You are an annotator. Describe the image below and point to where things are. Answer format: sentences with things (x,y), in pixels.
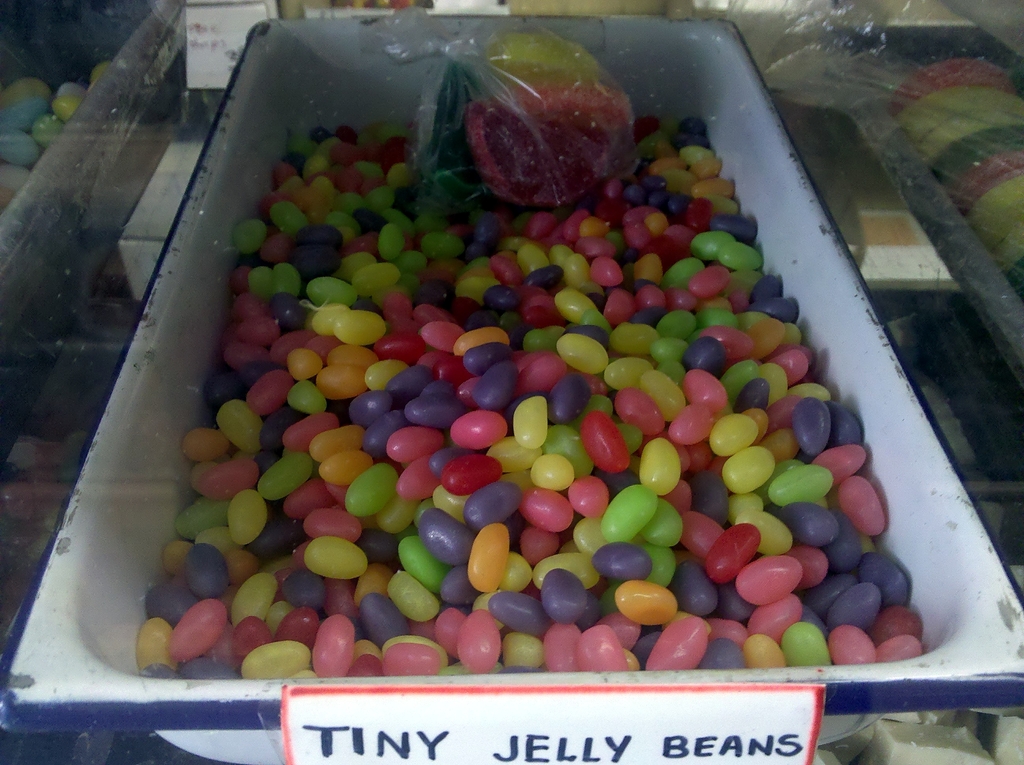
In the foreground of this image (466,500), there are jelly beans (601,523) in a basket (979,692) like an object (203,266) and we can also see a cover (568,120) on the beans (648,651) and a poster (645,705) to the basket (699,680). In the background (938,116), we can see few more jelly items (1018,212).
